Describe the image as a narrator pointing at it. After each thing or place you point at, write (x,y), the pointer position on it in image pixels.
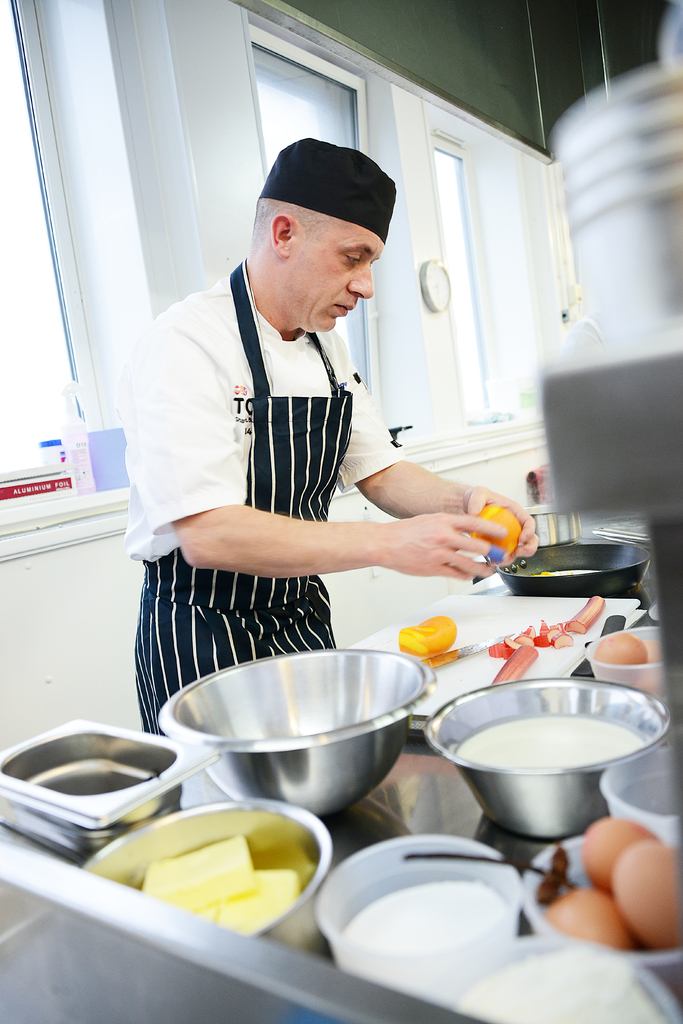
In the image there are many bowls (287,690) with food items (381,905) also there are eggs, white tray (443,668) with items (506,639). Beside that there is a pan (578,585). Behind the table (596,538) there is a man (262,441) with white shirt (215,441) and black apron (270,444) is standing and kept a cap (355,194) on his head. Behind him there is a wall (193,241) with many windows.
